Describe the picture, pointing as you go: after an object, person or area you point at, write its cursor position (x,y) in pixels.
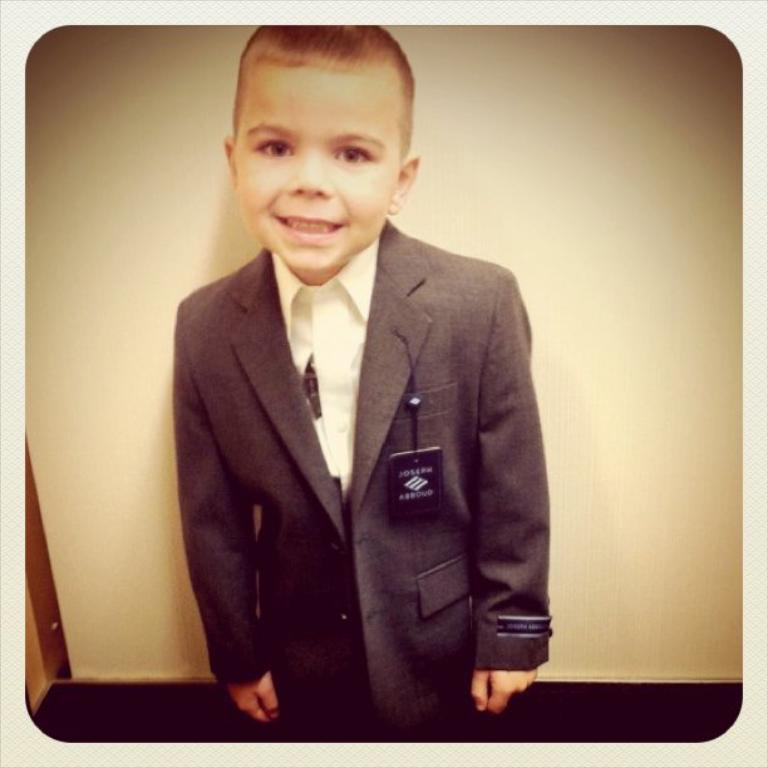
This is the picture of a boy (329,554) who is wearing suit (334,542), background (618,267) white wall (567,247) is present.
